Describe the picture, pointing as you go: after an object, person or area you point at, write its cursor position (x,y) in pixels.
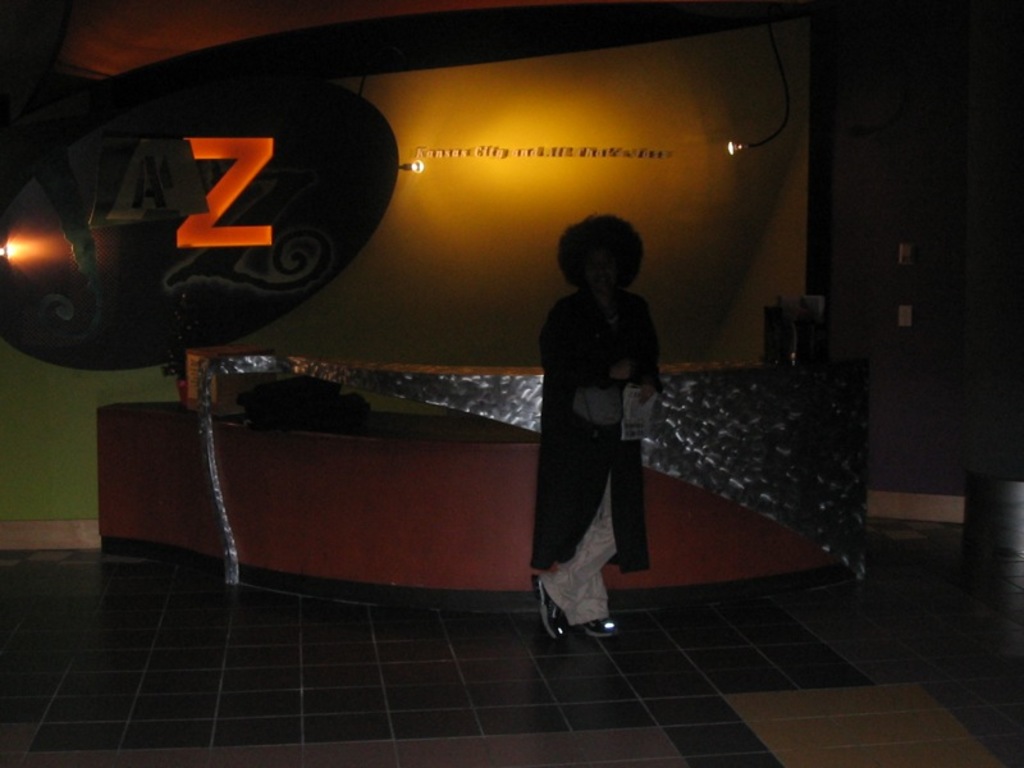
In the foreground of the image (279,663) we can see floor (440,724). In the middle of the image (631,351) we can see a person (623,534) is standing near a desk (322,532). On the top of the image (204,236) we can see lights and a text (208,147) on the wall (264,254).
